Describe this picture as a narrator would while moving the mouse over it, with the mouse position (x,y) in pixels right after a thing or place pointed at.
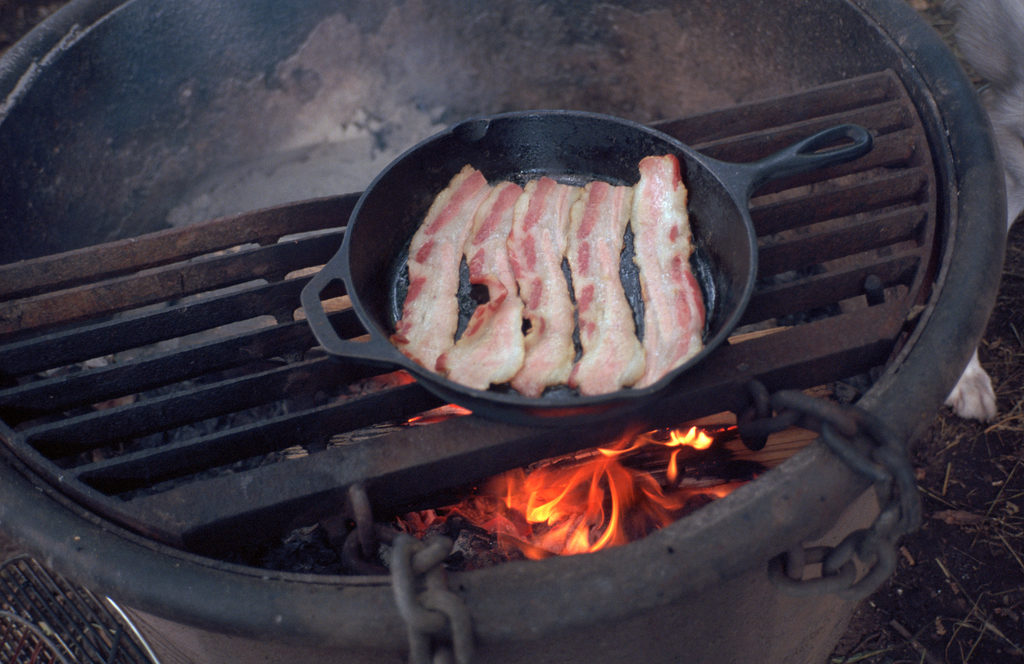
In this image there is a food (547,267) on the fire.
